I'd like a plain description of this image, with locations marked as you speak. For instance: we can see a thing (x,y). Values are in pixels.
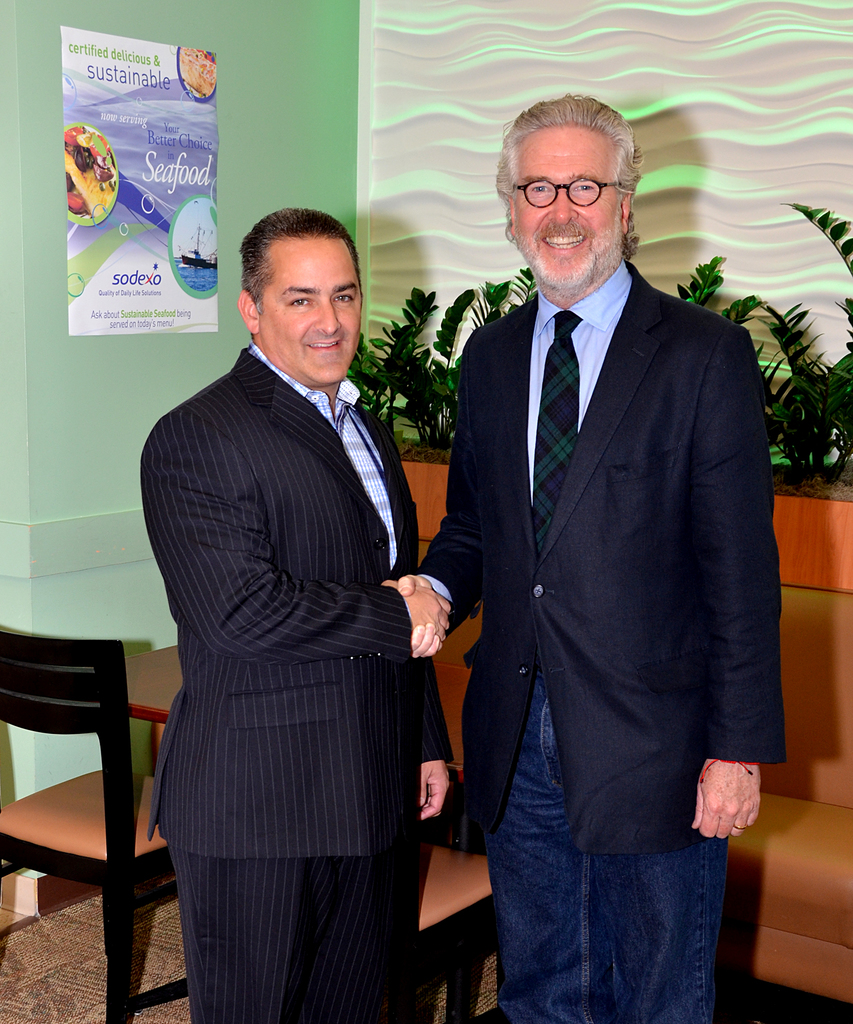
In this picture we can see two persons (210,567) standing on the floor (159,941). They are smiling and he has goggles (578,189). On the background (808,404) we can see a chair (464,916) and these are the plants (811,392). And there is a poster (153,279) on the wall (223,204).
